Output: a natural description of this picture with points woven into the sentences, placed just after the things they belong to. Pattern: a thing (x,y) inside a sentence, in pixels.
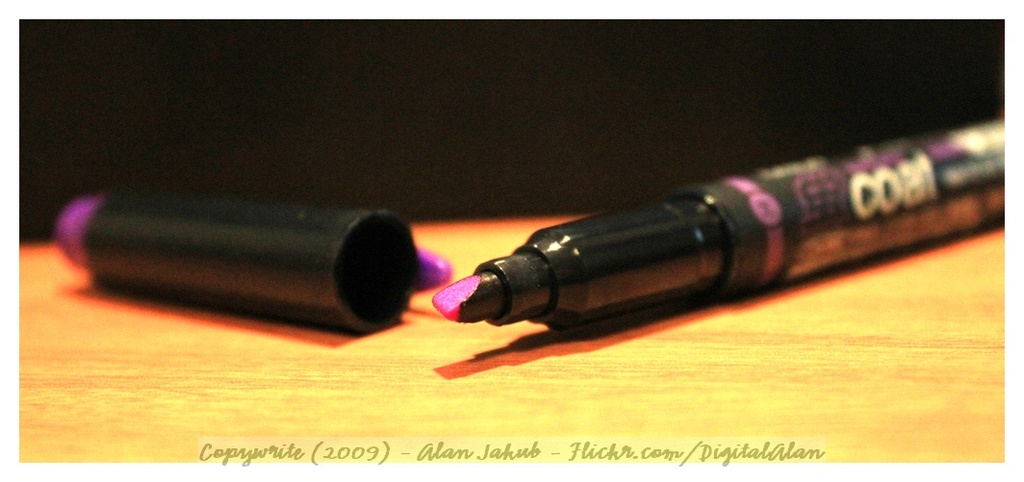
On the right side of this image (742,225) there is a marker pen (641,230) placed on a wooden surface (503,380) and its cap (380,281) is on the left side (144,266). The background (355,132) is in black color. At the bottom of this image (395,452) I can see some edited text (388,455).
